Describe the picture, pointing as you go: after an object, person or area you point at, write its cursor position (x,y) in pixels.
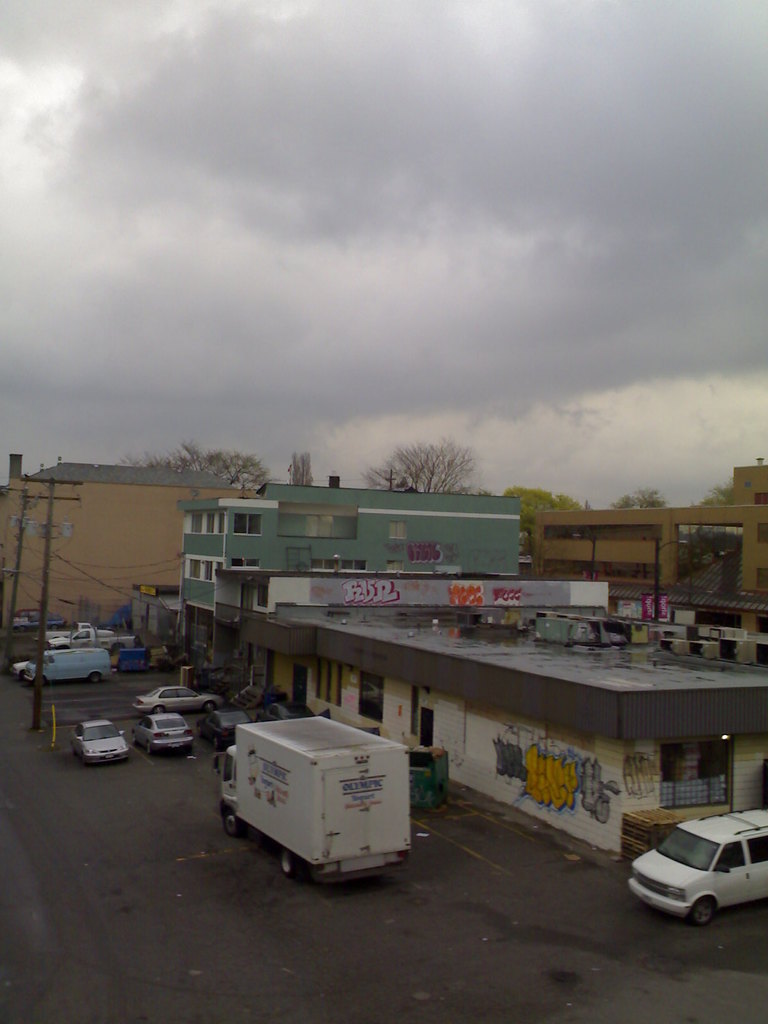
In this image I can see some few vehicles (180,736) and buildings (348,702). Behind the buildings (310,633) there are some trees (296,481) and top of the image (391,180) we can see the sky (487,456).
